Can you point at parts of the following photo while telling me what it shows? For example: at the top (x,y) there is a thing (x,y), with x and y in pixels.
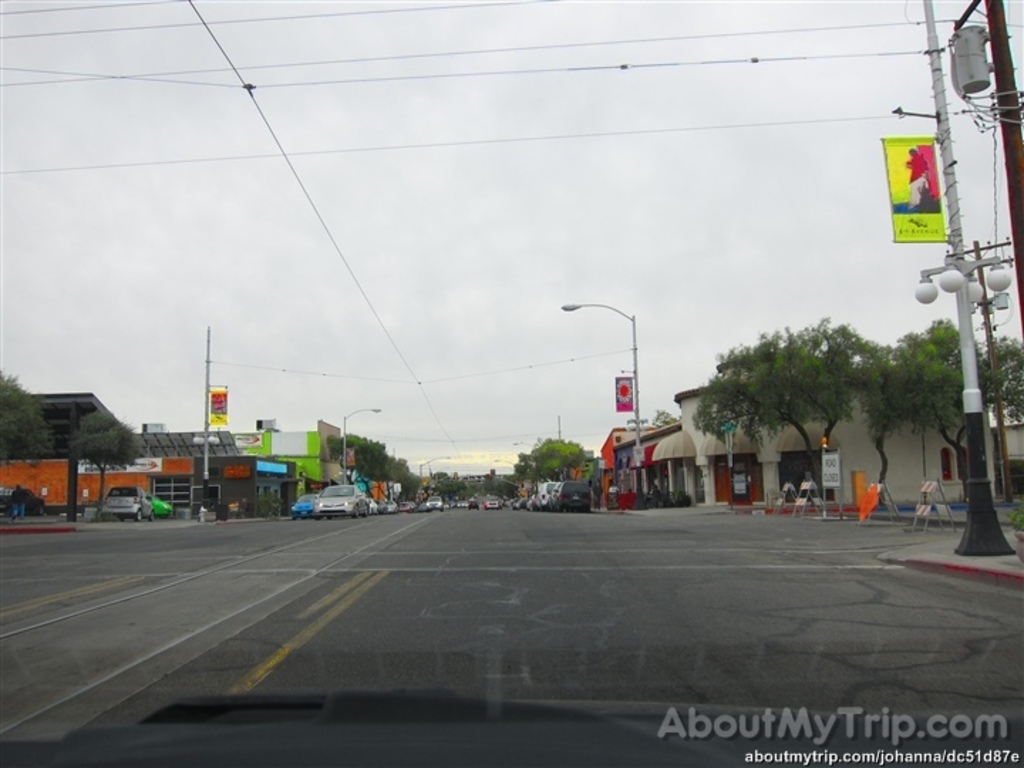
In the foreground of this picture (498,561), we see the road (478,601). On right (989,537), we see few poles (978,257), lights (971,291), trees (879,435), sign boards (833,470), and few buildings (725,465). On left (14,431), we see shed (70,415), a person (18,511), trees (34,434), vehicles (369,503) on road (509,595). In the background (401,404), we see street poles (373,412), cables (483,440), trees (486,488), and the sky (502,206).
